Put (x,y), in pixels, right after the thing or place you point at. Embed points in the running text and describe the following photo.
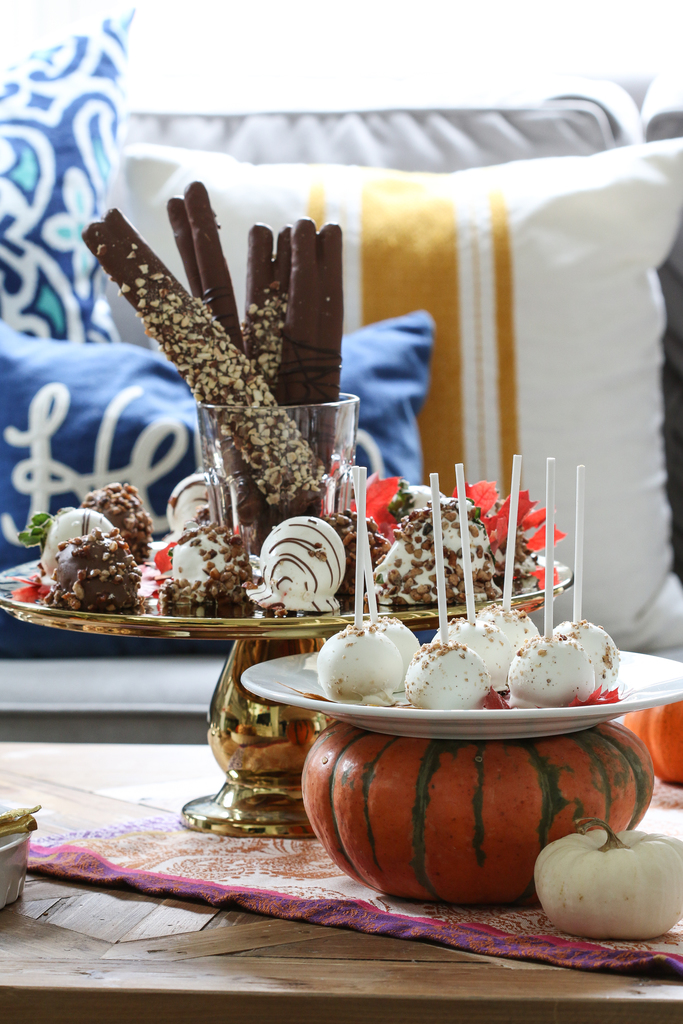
This picture shows some food items (533,627) on the table (115,765) and we see couple of pillows (112,106) on the sofa (607,119).
